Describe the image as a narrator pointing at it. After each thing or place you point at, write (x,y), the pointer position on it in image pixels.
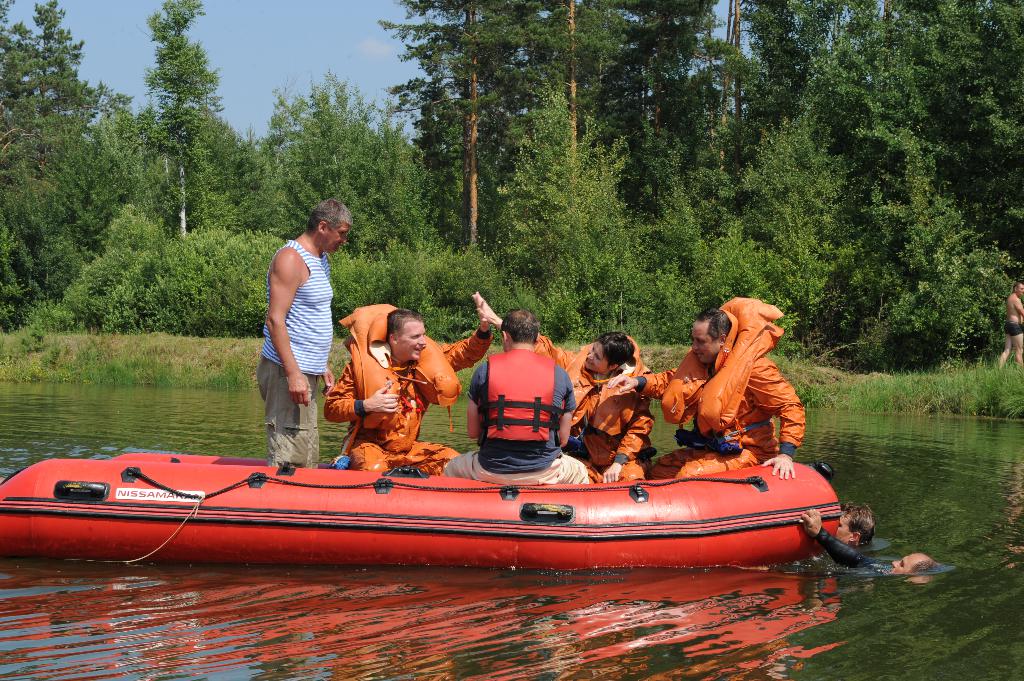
In the background (402,47) we can see the sky (376,12), trees (437,117) and the plants (658,264). In this picture we can see the water (877,508), inflatable boat (284,502) and the people (865,512). We can see people (786,437) wearing life jackets (546,409) and a man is standing. On the right side of the picture (1016,294) we can see a person (1010,319). We can see the people (863,528) in the water (859,575).
